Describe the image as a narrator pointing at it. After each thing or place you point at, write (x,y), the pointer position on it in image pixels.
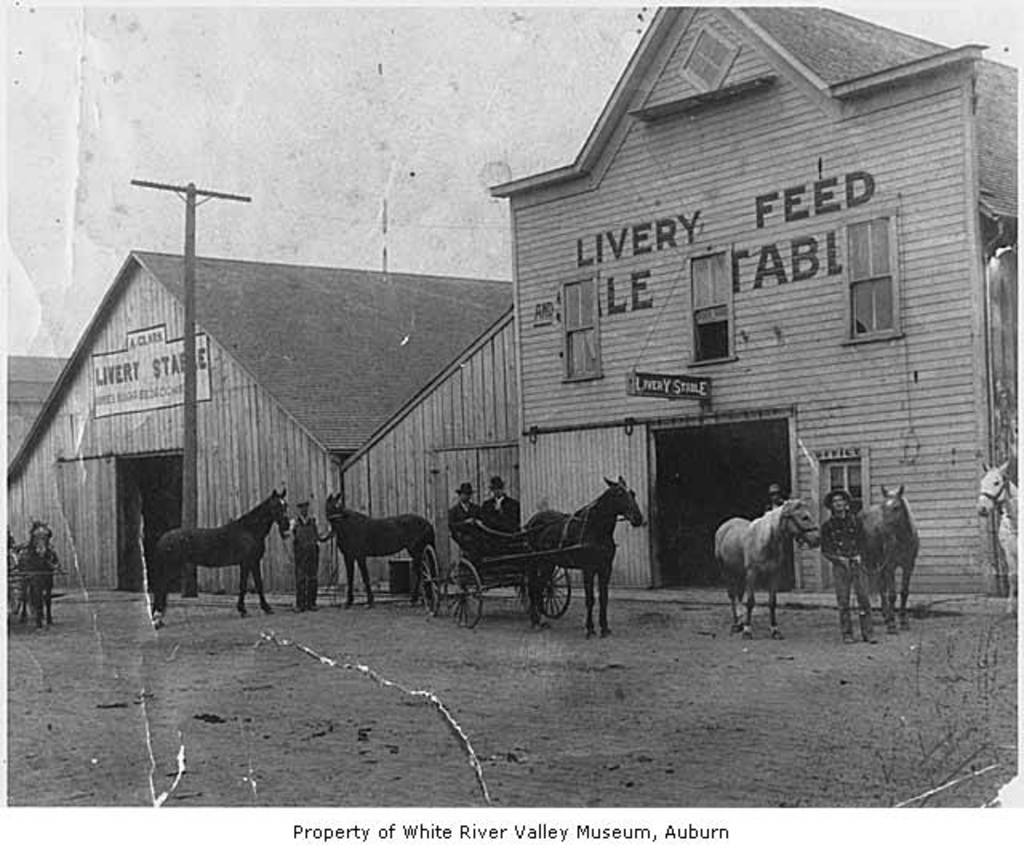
In this image there are a few people (300,584) standing and few people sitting on the tonga (479,580) and there are horses (536,610) around them, beside them there are wooden sheds (333,362) with some text (797,263) on it and there is a pole (192,208), at the bottom of the image (441,833) there is some text (455,829).
